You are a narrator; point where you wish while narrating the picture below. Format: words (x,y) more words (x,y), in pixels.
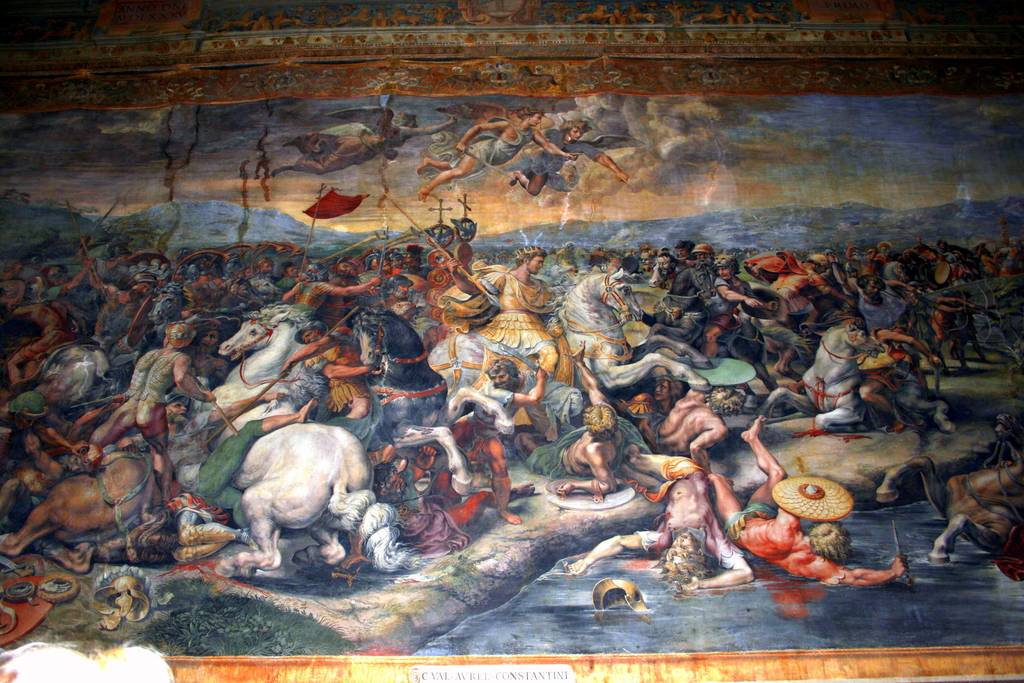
This is a poster (986,546) and on this picture we can see a group of people (306,295), horses (286,352), water (465,618), mountains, sky (184,172) with clouds (714,128) and some objects (414,237).
